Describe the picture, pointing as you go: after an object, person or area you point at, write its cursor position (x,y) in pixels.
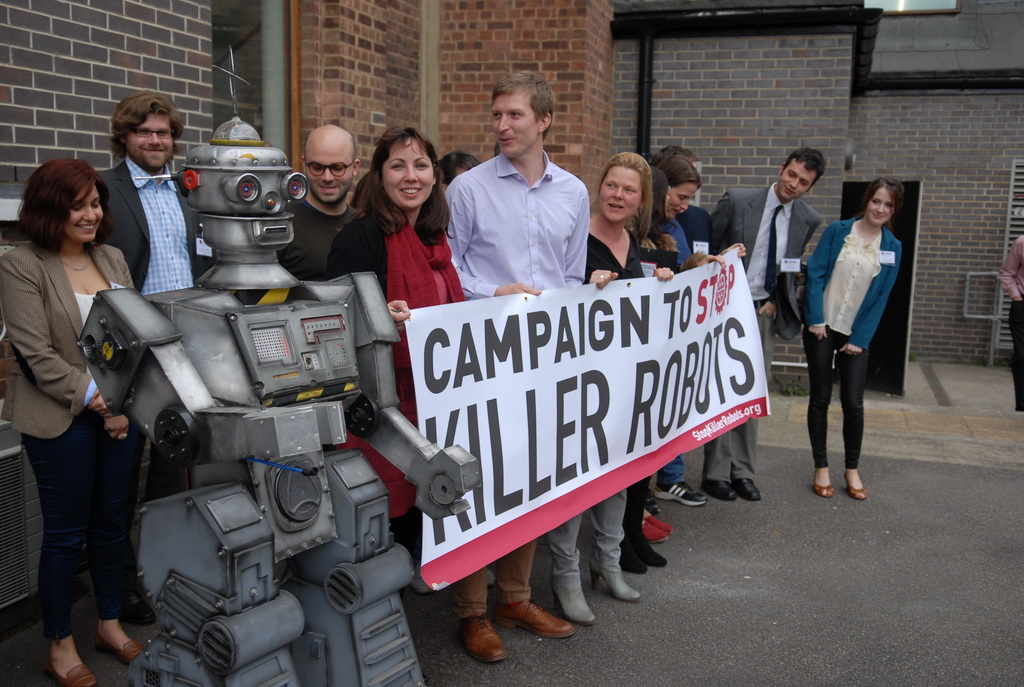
In this picture, we see people (54,228) standing on the road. Here, we see four people (496,247) are holding a white banner (619,404) in their hands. We see some text (557,424) written on the banner (627,354). On the left side (264,299), we see a robot (321,462). Behind them, we see buildings (361,58) which are made up of red and brown colored bricks (373,77). On the right side (853,146), we see a door (883,345) and a building (860,176) which is made up of grey colored bricks (761,157). At the bottom of the picture (832,567), we see the road (722,572).
